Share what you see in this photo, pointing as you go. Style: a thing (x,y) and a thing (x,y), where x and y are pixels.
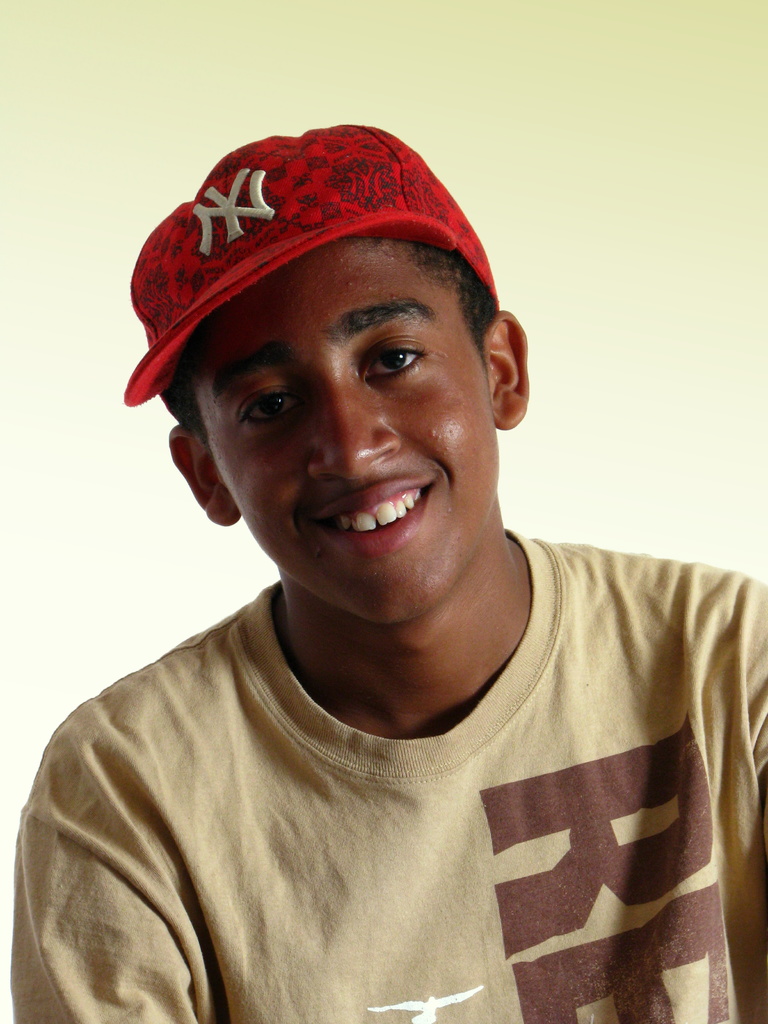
In this image, we can see a person (345,271) wearing the cap (301,229). We can also see the background (731,65).
